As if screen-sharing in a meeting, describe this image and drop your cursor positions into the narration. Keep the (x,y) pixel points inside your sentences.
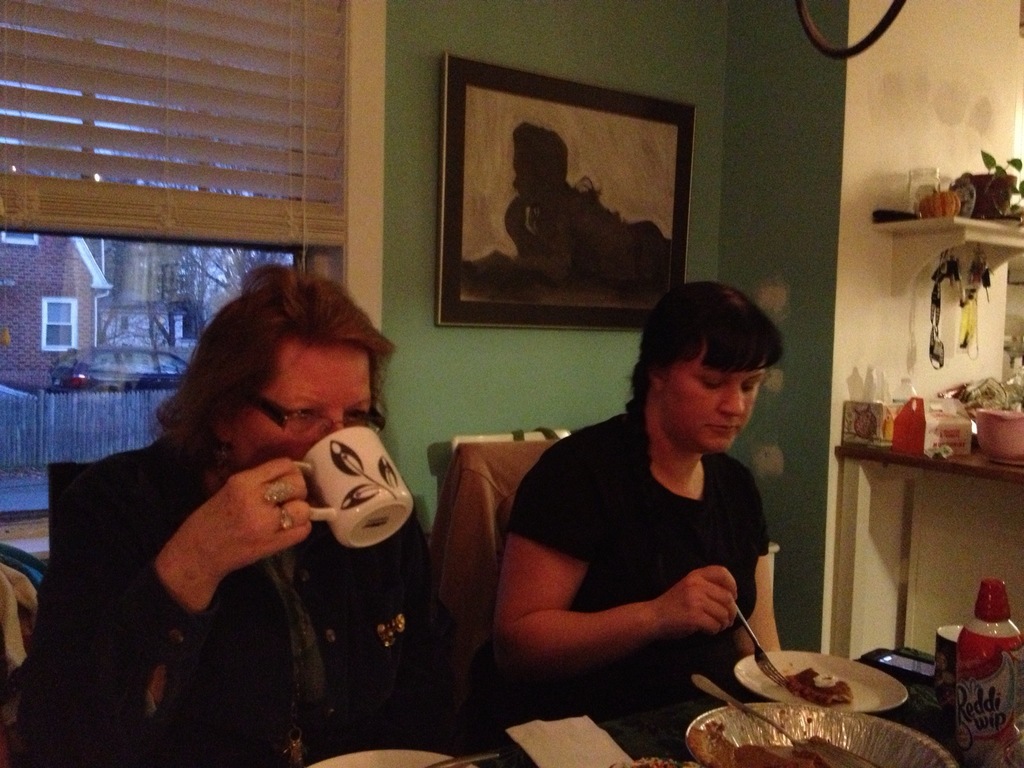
In this image, I can see two women (507,588) sitting on the chairs (486,550). This is the table (626,721) with plates (824,728), cup (945,663), mobile phone (930,664), tissue paper (615,758), bottle (1022,640) and few other things (843,758) on it. This plate (851,698) contains some food (824,698). This woman (323,666) is holding a cup (326,510) and drinking. I can see the photo frame (470,222) attached to the wall (468,25). This is the window (114,379) with a curtain (222,227). I can see the rack (945,231), which is attached to the wall (869,221). This another table (972,451) with few objects (994,444) on it. I can see a house (75,300) with a window (67,327), a car (141,368) and a wooden fence (107,424) through the window (109,412).
